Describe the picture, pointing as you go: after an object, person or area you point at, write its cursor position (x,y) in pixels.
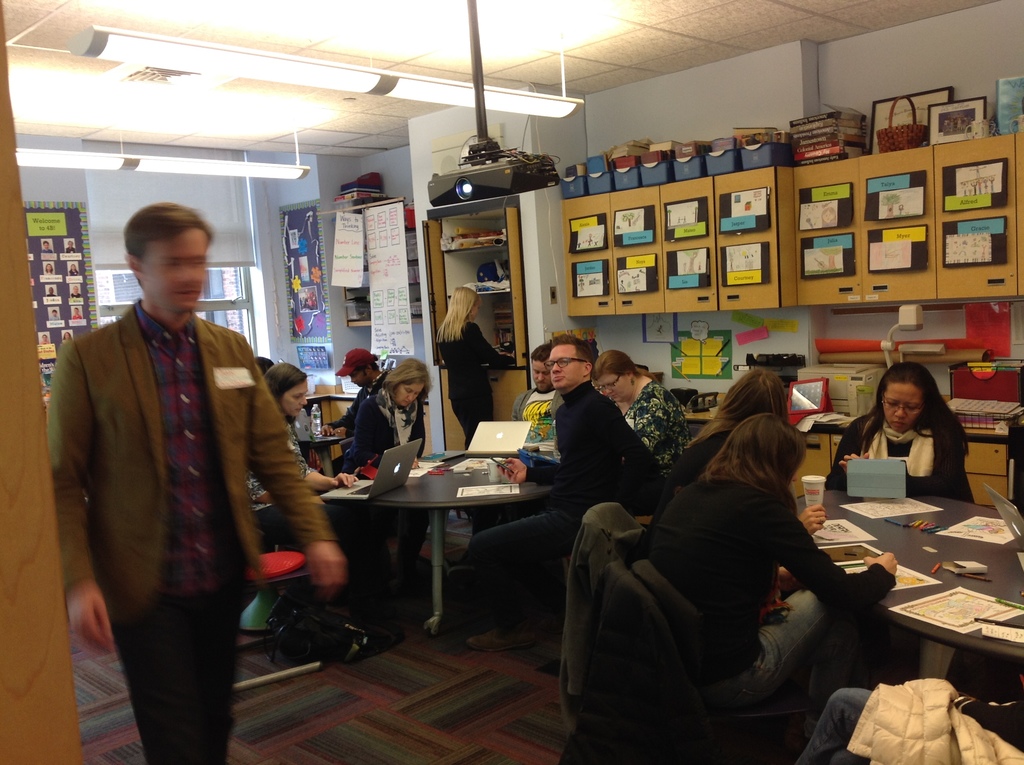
In this image we can see people (774,389) are sitting on the chairs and there are two persons (91,367) standing on the floor (475,664). Here we can see tables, papers (984,538), laptops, cupboards (799,211), posters (395,212), frames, books (821,128), lights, and few objects (554,163). In the background (336,123) we can see wall (648,87) and ceiling (312,94).
